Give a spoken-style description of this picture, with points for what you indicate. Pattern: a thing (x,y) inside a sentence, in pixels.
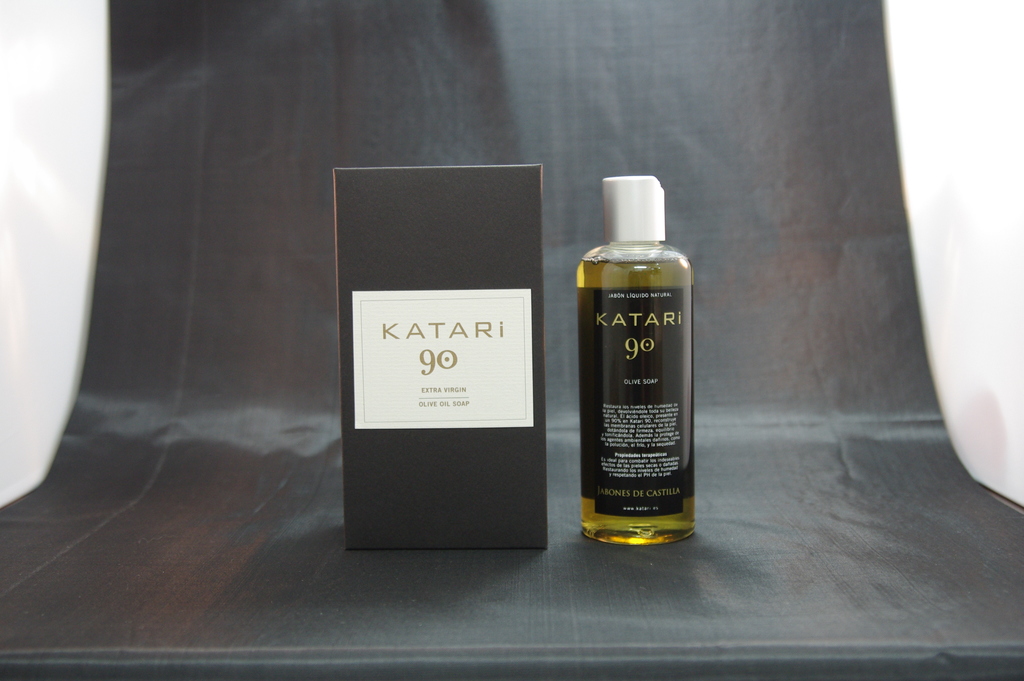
In this picture there is a black color box (480,394). Beside there is a bottle (654,527) with yellow and black color label (607,307). Behind there is a black color curtain (429,594).
